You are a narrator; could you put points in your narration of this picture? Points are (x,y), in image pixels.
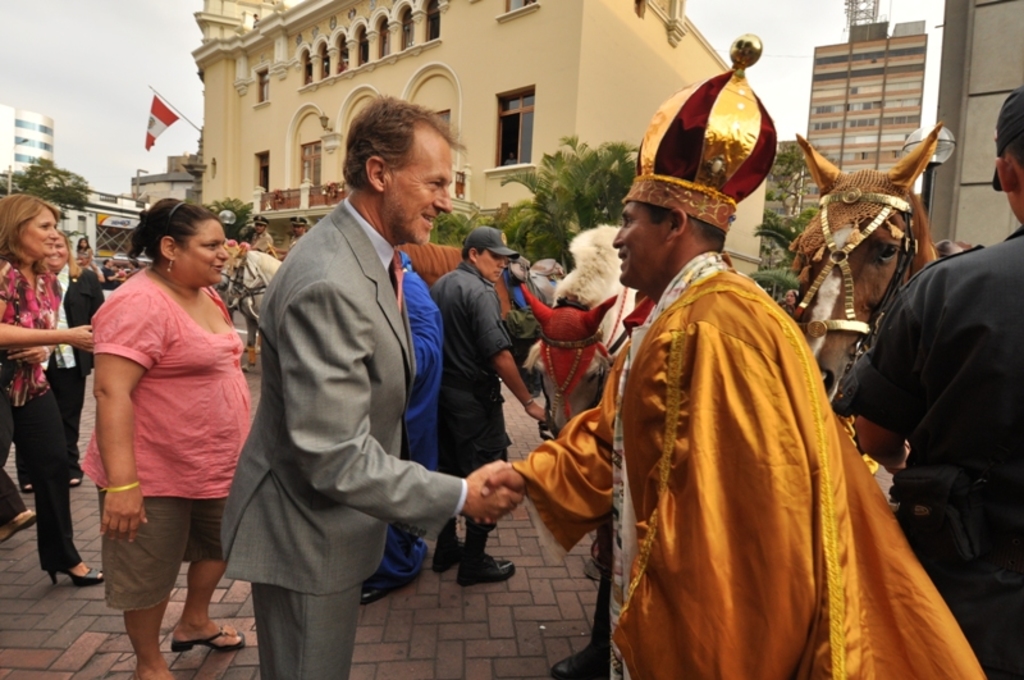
In the foreground of this image (645,451), there are two men (596,501) shaking hands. In the background (596,263), there are many people (1023,258) and horses (554,309) on the pavement (407,638). We can also see few buildings (549,126), trees (616,188) and the sky (100,71).
